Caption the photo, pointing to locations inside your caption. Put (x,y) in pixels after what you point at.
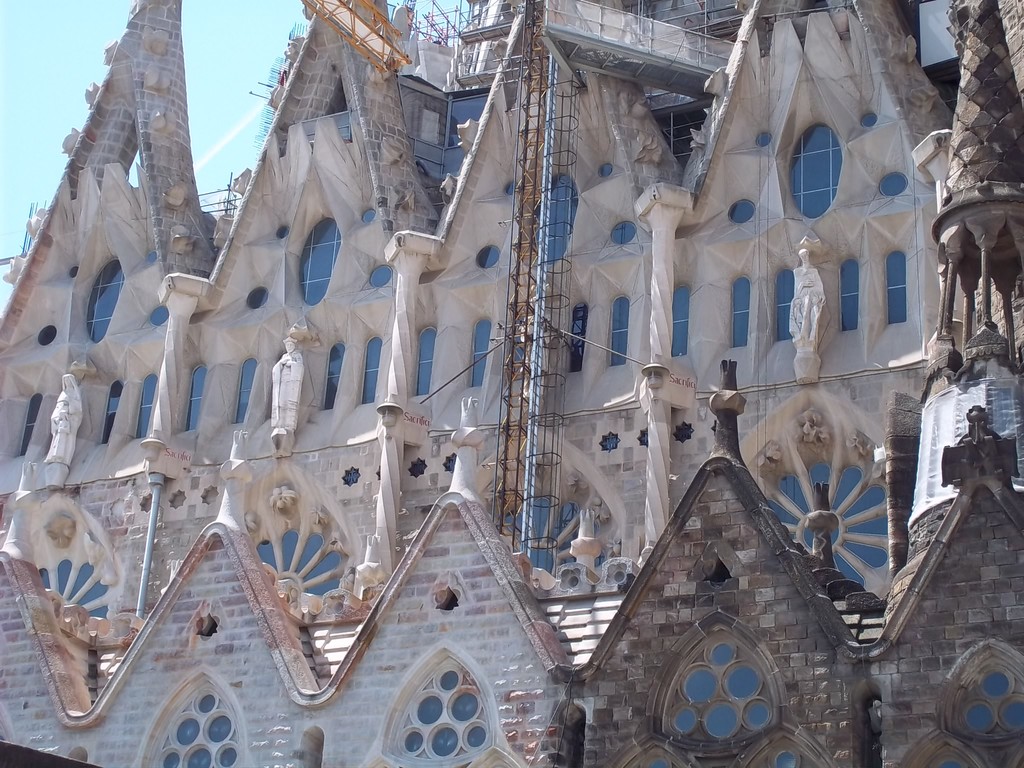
In this image I can see a building (567,460), it has few sculptures (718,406) and construction is going on. There is sky (244,105) at the top (244,105).
